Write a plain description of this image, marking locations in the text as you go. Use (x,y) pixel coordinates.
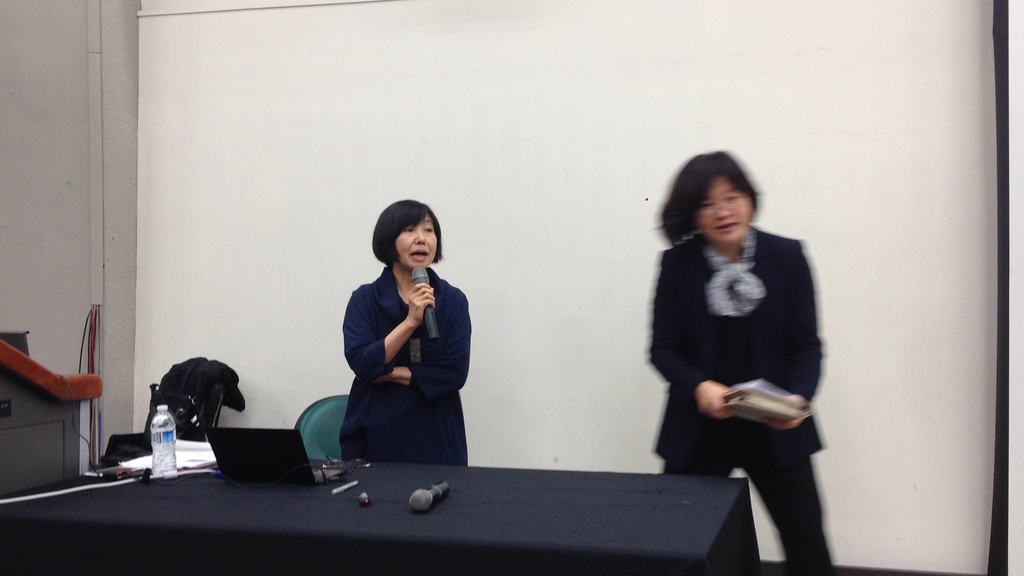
In this picture I can see two persons (710,344) standing, a person (727,413) holding a book (757,408), another person (455,319) holding a mike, there is a bottle (175,436), papers (193,441), laptop (297,459), spectacles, mike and some other objects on the table (558,516), there are chairs (329,435) and cables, and in the background (384,171) there is a wall (923,319) or screen (789,203).
